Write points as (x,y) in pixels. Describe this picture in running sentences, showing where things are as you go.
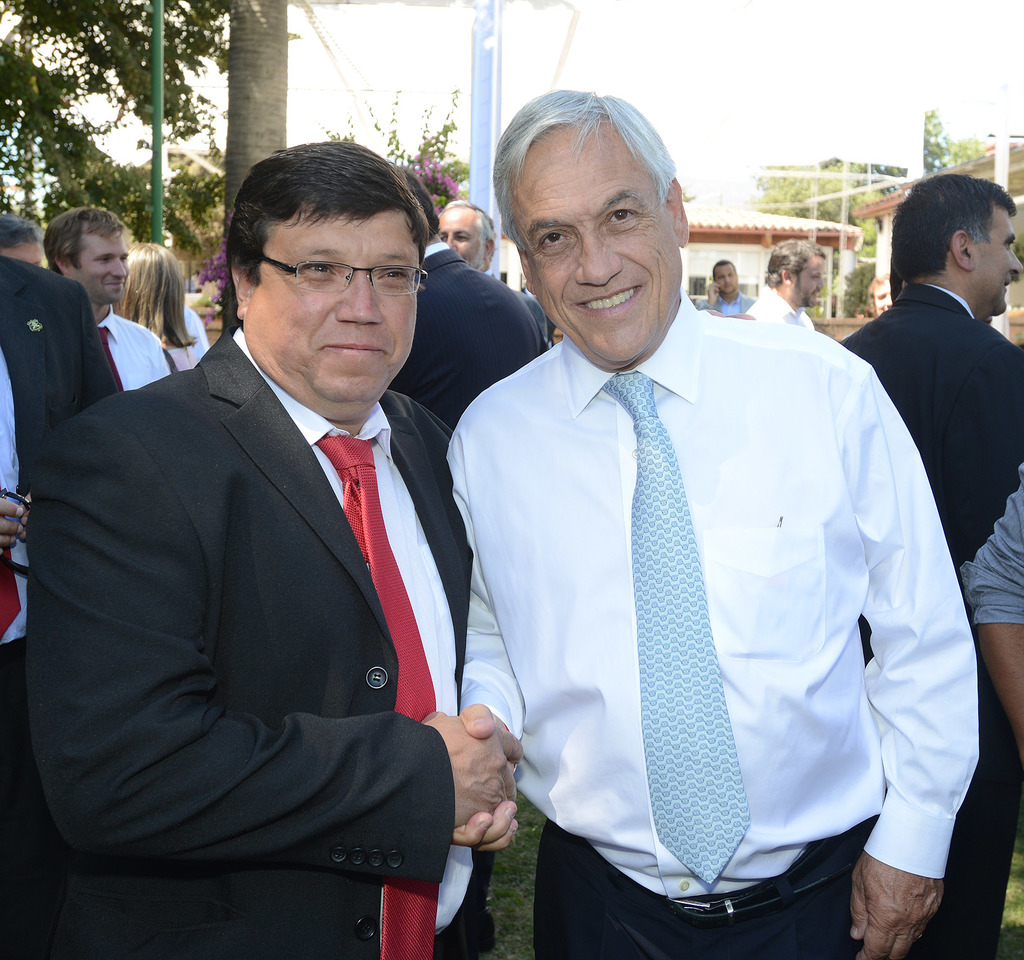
2 people (422,711) are standing and shaking hands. The person (281,806) at the left (276,884) is wearing a suit (304,690). There are other people (437,258) at the back (948,316). There are poles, trees (114,17) and buildings (698,249) at the back (807,216).
